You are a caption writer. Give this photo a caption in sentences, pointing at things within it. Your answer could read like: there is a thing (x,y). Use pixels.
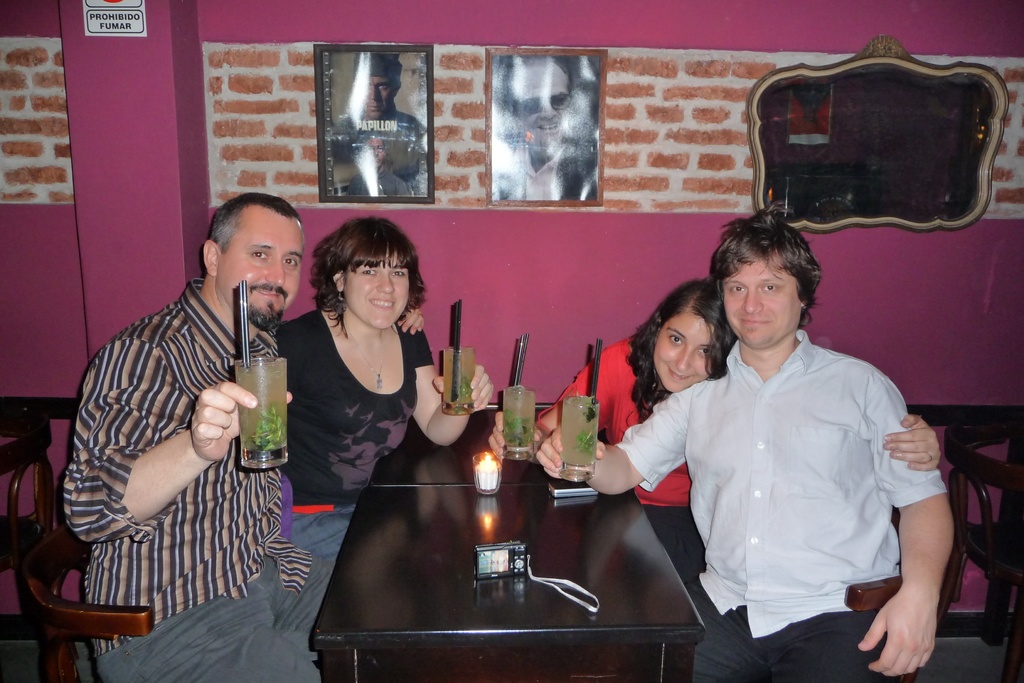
There are four people (700,299) in a room (783,345). They are sitting in a chair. There is a table (389,527). There is a glass (579,477), mobile (568,484) and camera (504,571) on a table (561,501). We can see in the background (480,139) there is a red color wall bricks (469,133) and photo frame (352,96).
